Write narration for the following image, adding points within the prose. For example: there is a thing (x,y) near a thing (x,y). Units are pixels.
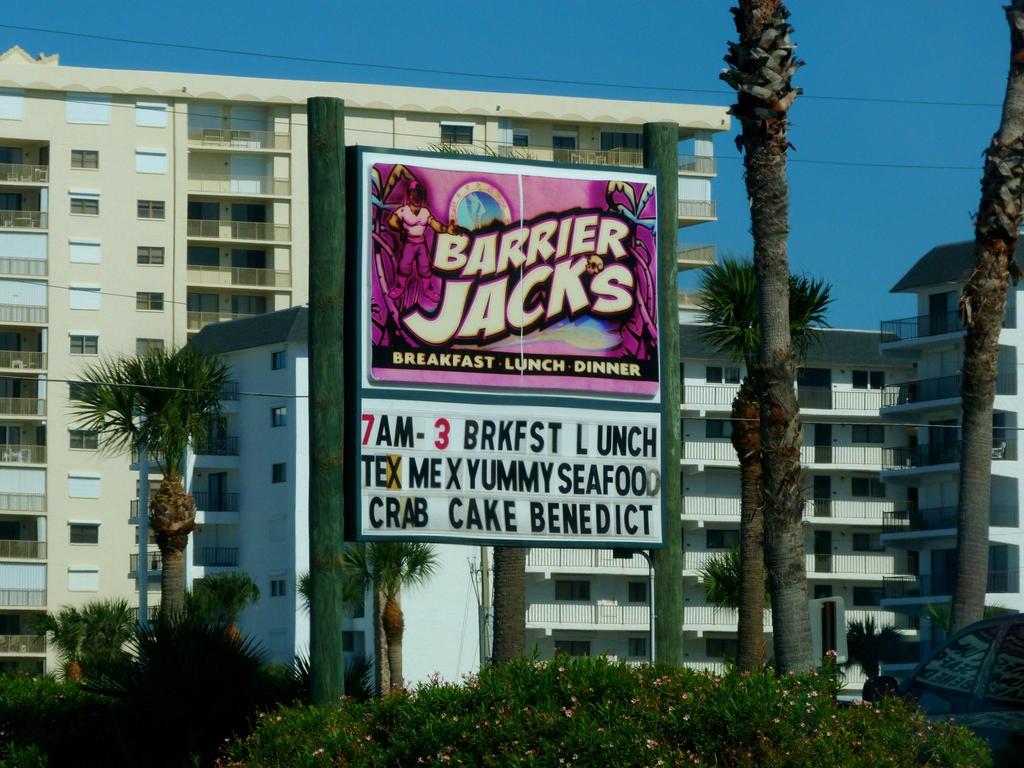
In this image, we can see some trees (354,593) and buildings (856,450). There are some plants (564,676) at the bottom of the image (537,700). There is a board (630,333) in the middle of the image (630,333). There is a sky (556,85) at the top of the image (546,48).
